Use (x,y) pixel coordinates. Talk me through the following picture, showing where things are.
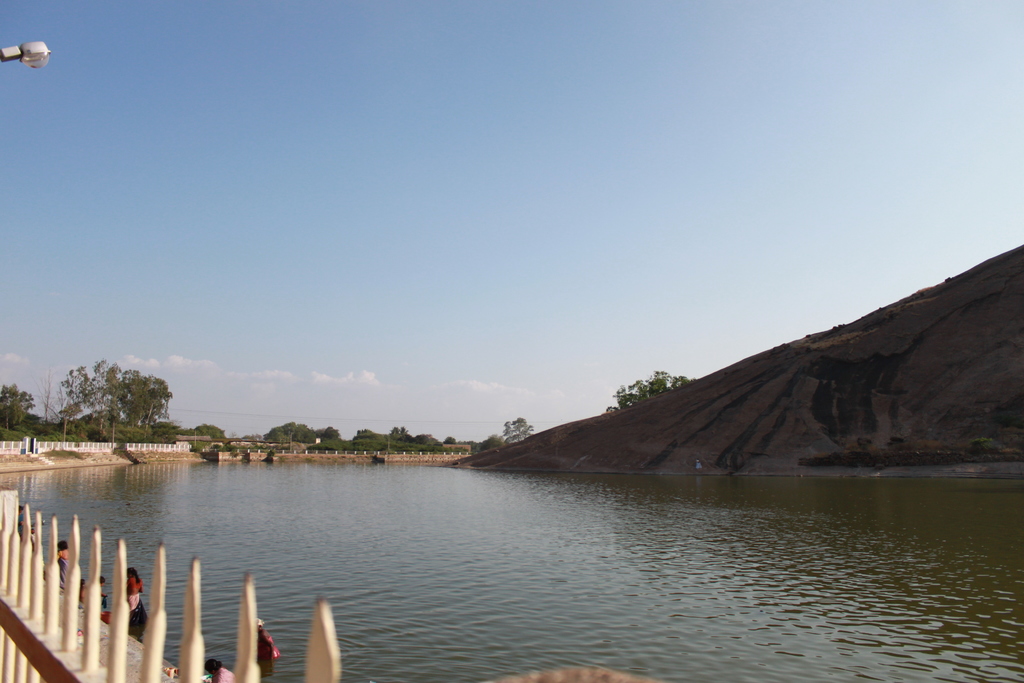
We can see fence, people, water (496,548) and rock (731,419). In the background (78,436) we can see trees (64,427) and sky (209,300). Top left side of the image (31,60) we can see light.
